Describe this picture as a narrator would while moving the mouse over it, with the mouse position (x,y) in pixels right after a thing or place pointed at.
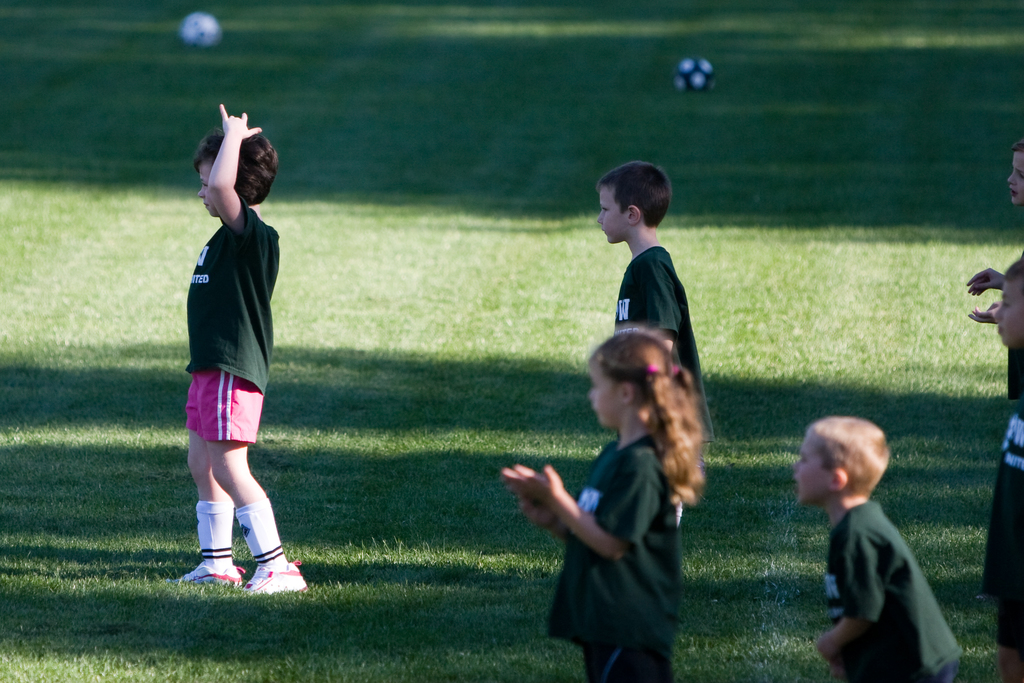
This picture is clicked outside. In the center (657,303) we can see the group of children (237,292) wearing green color t-shirts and we can see the green grass (281,143) and the balls (690,90) lying on the ground (249,58).
